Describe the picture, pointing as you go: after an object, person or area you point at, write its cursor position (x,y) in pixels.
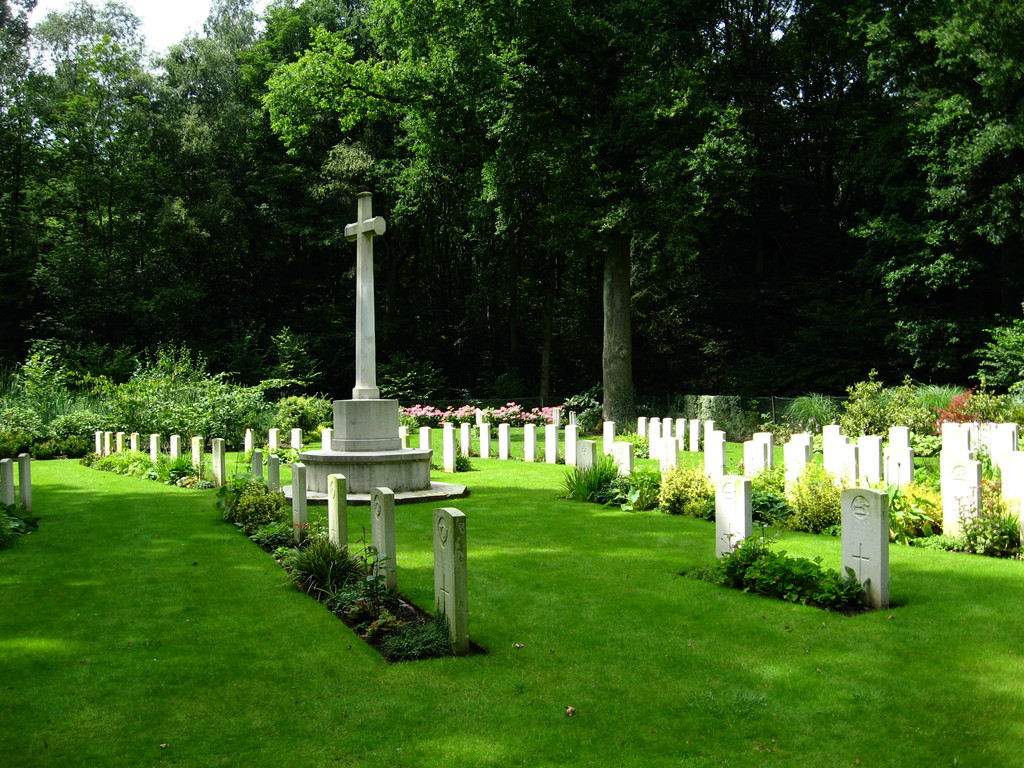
This picture is clicked outside. In the foreground (206,489) we can see the graves (860,505) and the headstones (716,464) and we can see the green grass (553,584), plants (696,489) and the sculpture (369,316). In the background (375,240) we can see the sky (175,16), trees (500,396), flowers (554,411), plants (298,424) and some other objects (519,400).
